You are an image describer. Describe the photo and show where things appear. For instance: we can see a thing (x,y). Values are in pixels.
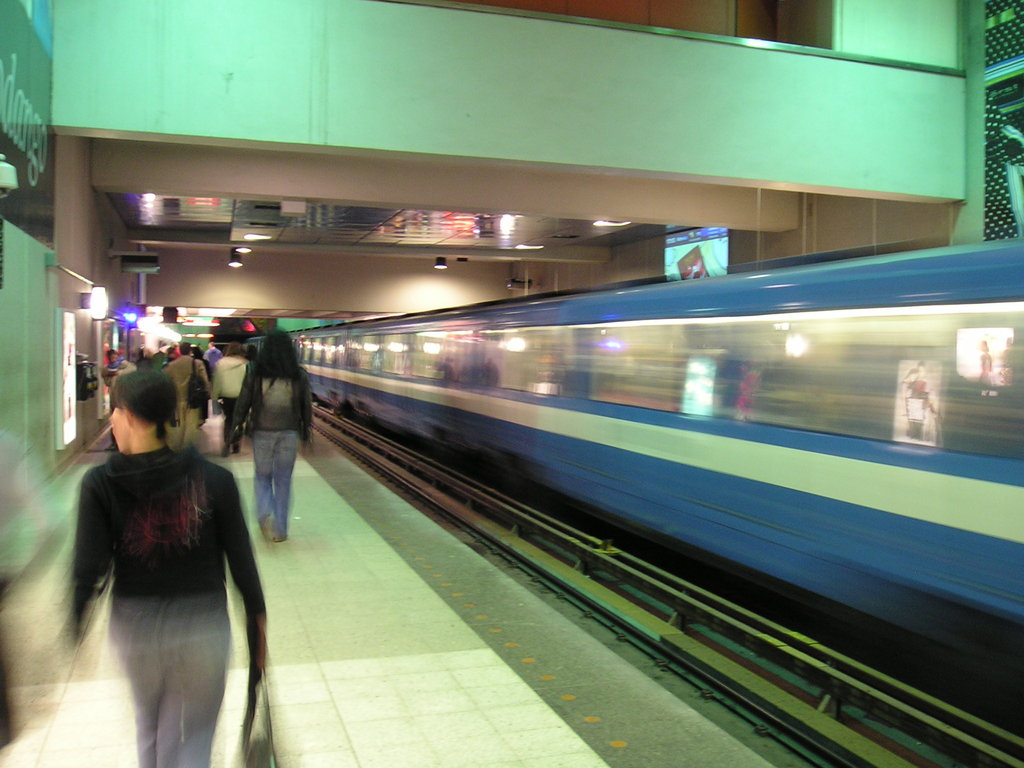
In the foreground (128,386) I can see a crowd (124,412) on the platform (317,654) and a train (392,325) on the track (785,648). At the top (569,82) I can see a bridge (520,79) and a fence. This image is taken on the platform (306,478) during night.
